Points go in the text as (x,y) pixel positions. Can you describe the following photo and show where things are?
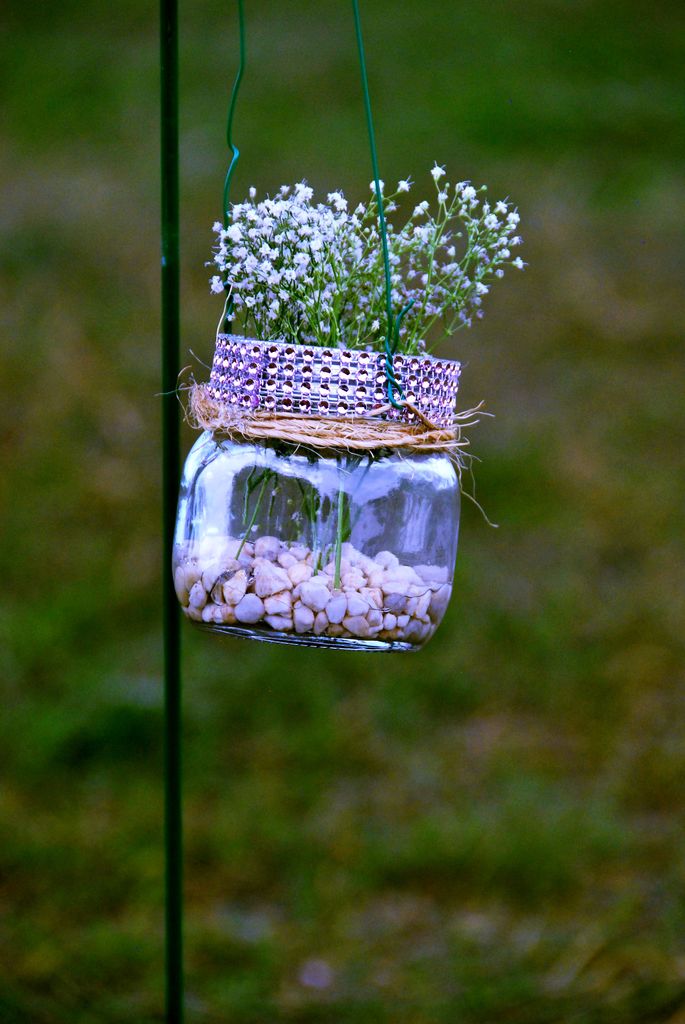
In the image we can see glass jar (342,570), in it there are stones (348,558) and tiny flowers (320,228). Here we can see greenish background (390,10).
